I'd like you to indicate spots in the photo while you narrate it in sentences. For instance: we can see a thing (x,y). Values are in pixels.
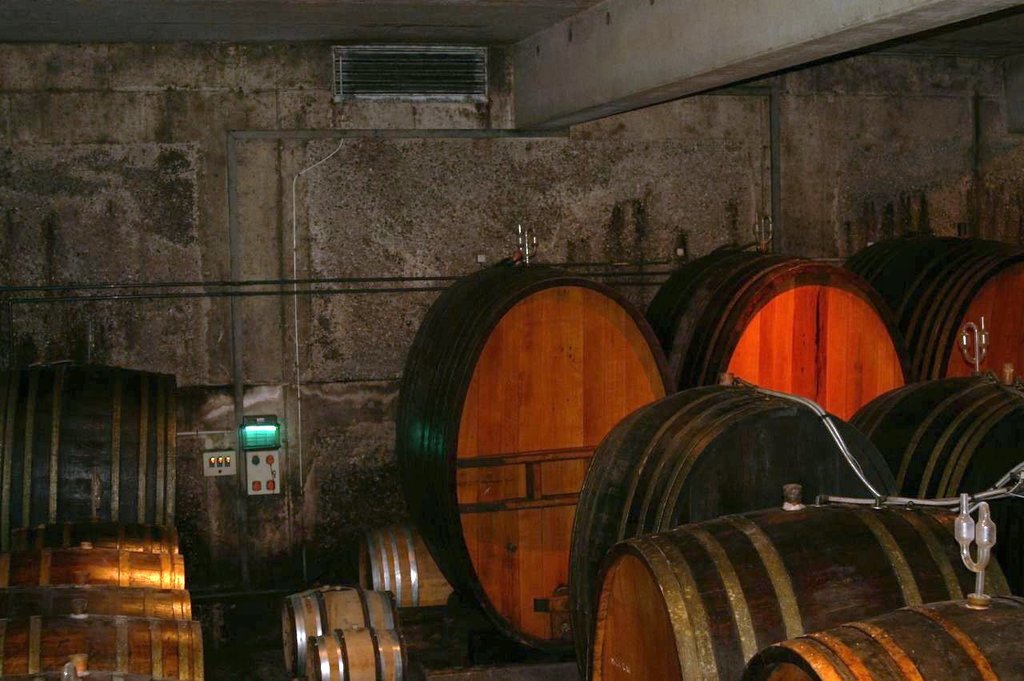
In this picture there are barrels (542,375). At the back (297,378) there are objects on the wall (221,562) and there is a pipe (299,427) on the wall (322,216). At the top (439,91) there is an object (353,85) on the wall (302,81).
